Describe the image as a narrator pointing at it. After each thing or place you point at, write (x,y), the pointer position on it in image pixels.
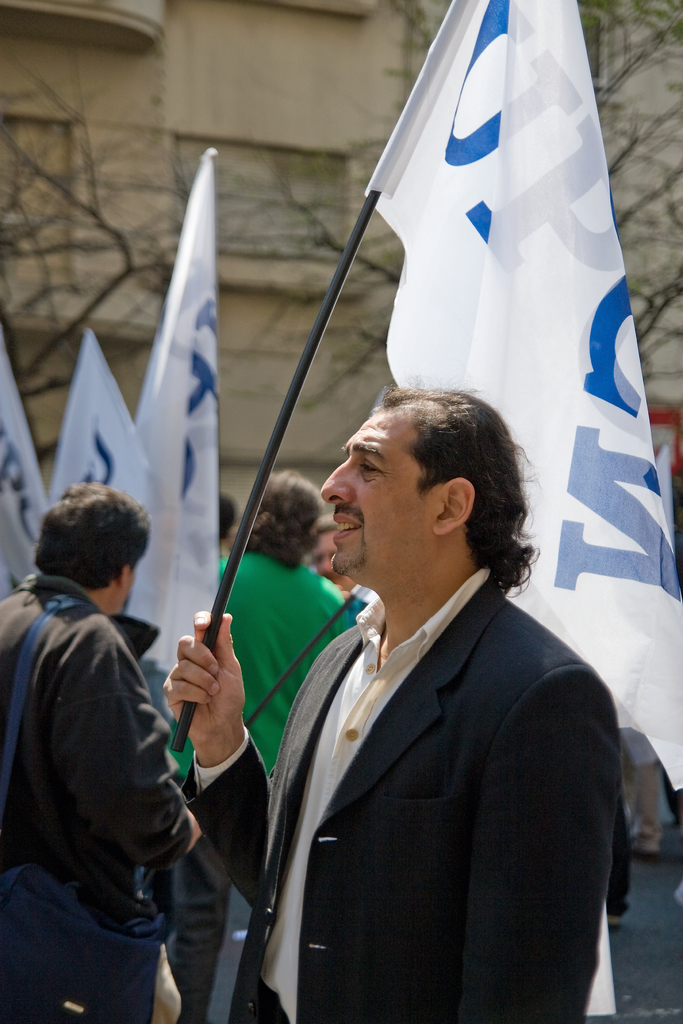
In this image there are group of people (312,758) who are holding some flags (189,548), and in the background (170,223) there is a building (357,280).
